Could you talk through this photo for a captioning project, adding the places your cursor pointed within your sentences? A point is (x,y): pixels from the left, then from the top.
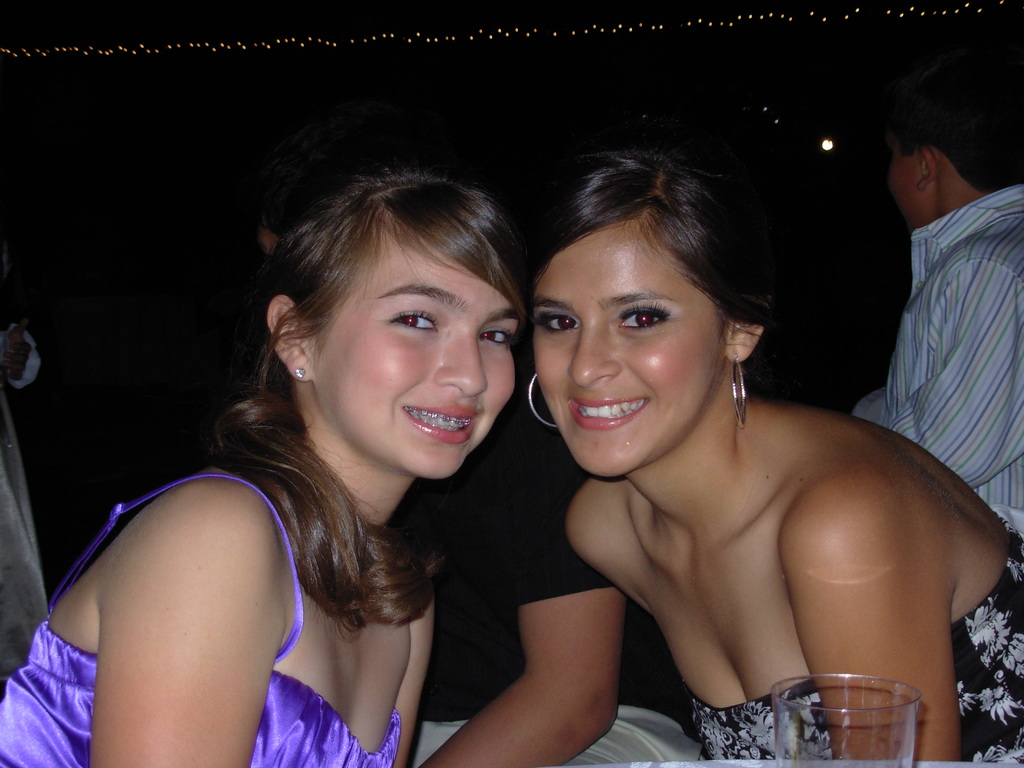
In this image there are two people (349,528) sitting and smiling, there is a glass (842,719) truncated, there is a person (939,319) towards the right of the image (963,276), there is a person (34,530) truncated towards the left of the image (21,340), there are lights (333,44), the background of the person (11,509) is dark.
